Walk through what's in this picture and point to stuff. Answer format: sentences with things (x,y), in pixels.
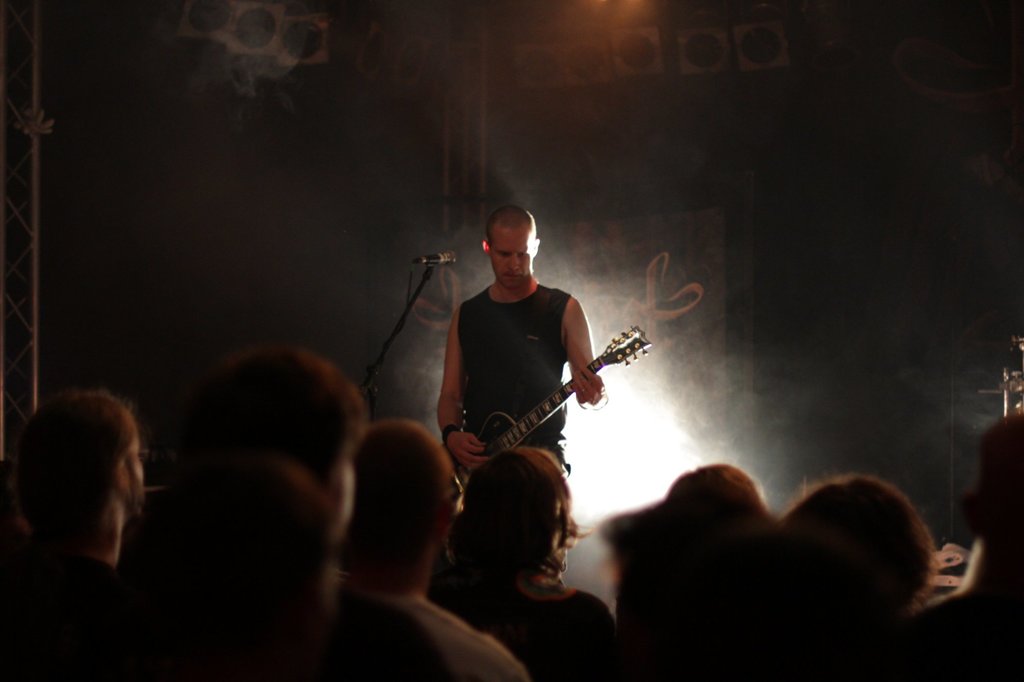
In the image there is a man (521,328) holding a guitar (501,416) and playing it in front of a microphone (433,255). There are group of people (491,522) as audience (977,556) in background (718,305) we can see hoardings (569,239) with few lights (675,435).
